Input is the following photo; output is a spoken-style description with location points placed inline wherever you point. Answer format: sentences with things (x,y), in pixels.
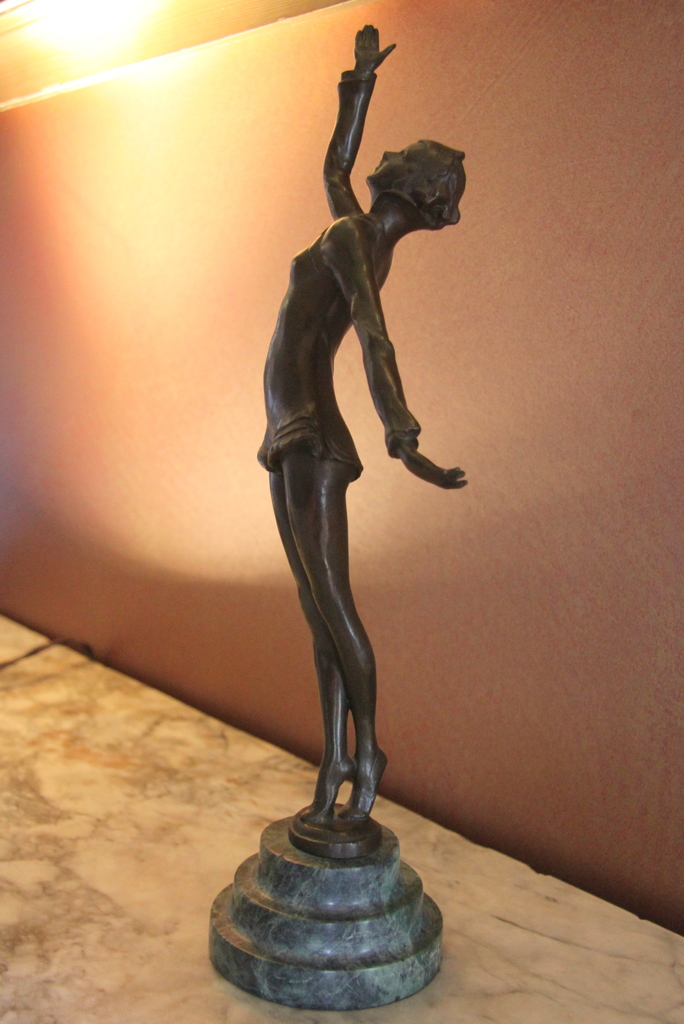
In this image, I can see the sculpture (380,330) of a person (359,247) standing on a stone (318,916). This looks like a floor (160,864). This is a wall (593,278). At the top left side of the image (114,56), I think this is a light (113,36).
